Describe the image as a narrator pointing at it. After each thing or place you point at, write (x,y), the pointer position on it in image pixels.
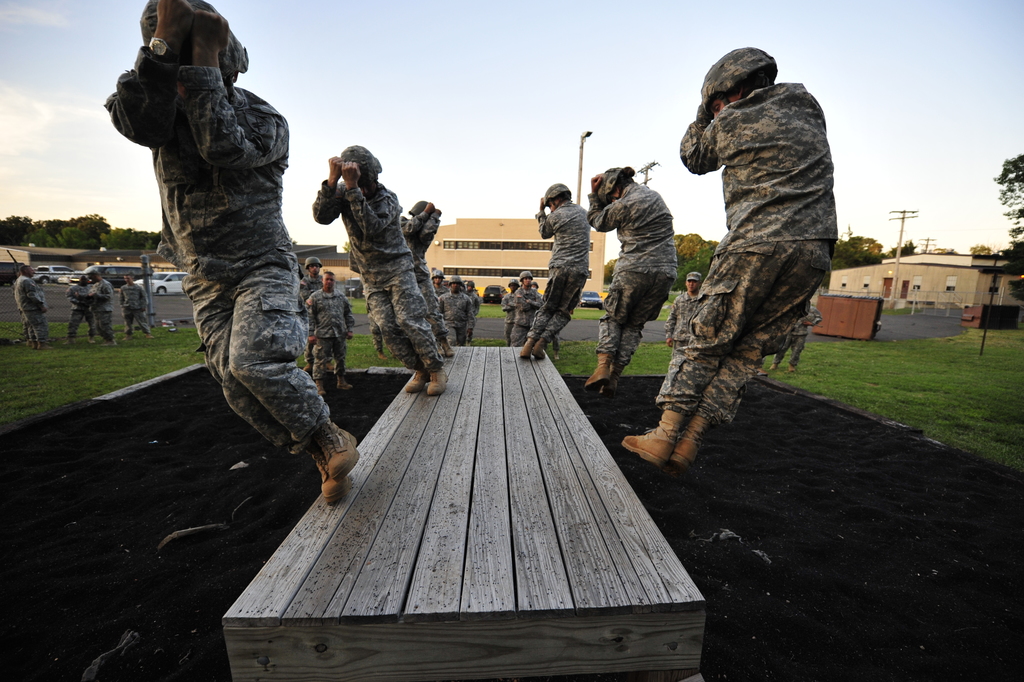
This picture shows few people (380,248) jumping and they wore helmets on their heads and we see buildings (534,225) and trees (985,250) and grass (841,389) on the ground (966,474) and few poles (578,178) and few cars (175,279) parked and a cloudy Sky (570,67).
